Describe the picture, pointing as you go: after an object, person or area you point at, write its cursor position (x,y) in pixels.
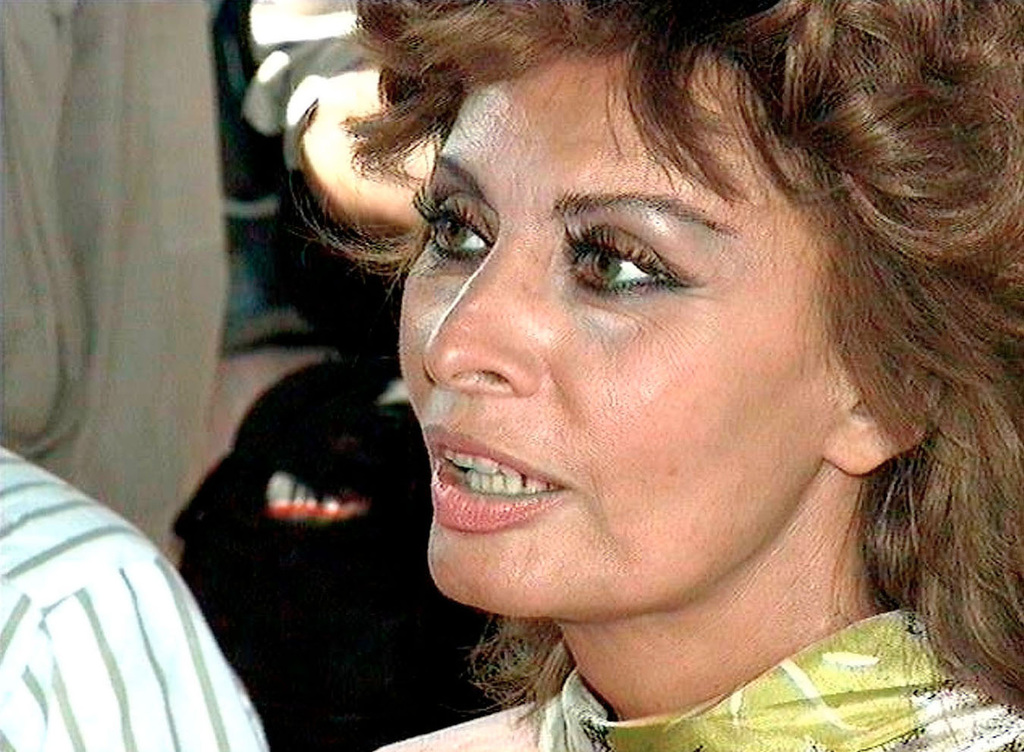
In the picture there is a woman (614,474), beside the woman (614,474) there may be people (246,512) present.
